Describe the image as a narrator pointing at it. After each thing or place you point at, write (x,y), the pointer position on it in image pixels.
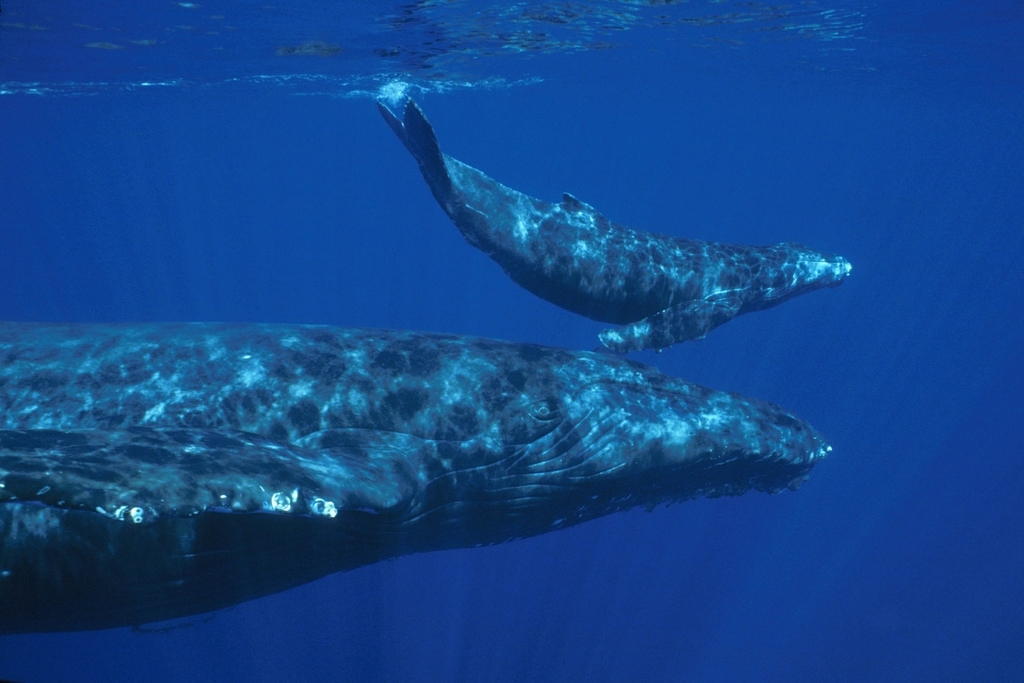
In this picture we can see two whales (605,371) under the water (877,435). Its look like ocean (830,241).
